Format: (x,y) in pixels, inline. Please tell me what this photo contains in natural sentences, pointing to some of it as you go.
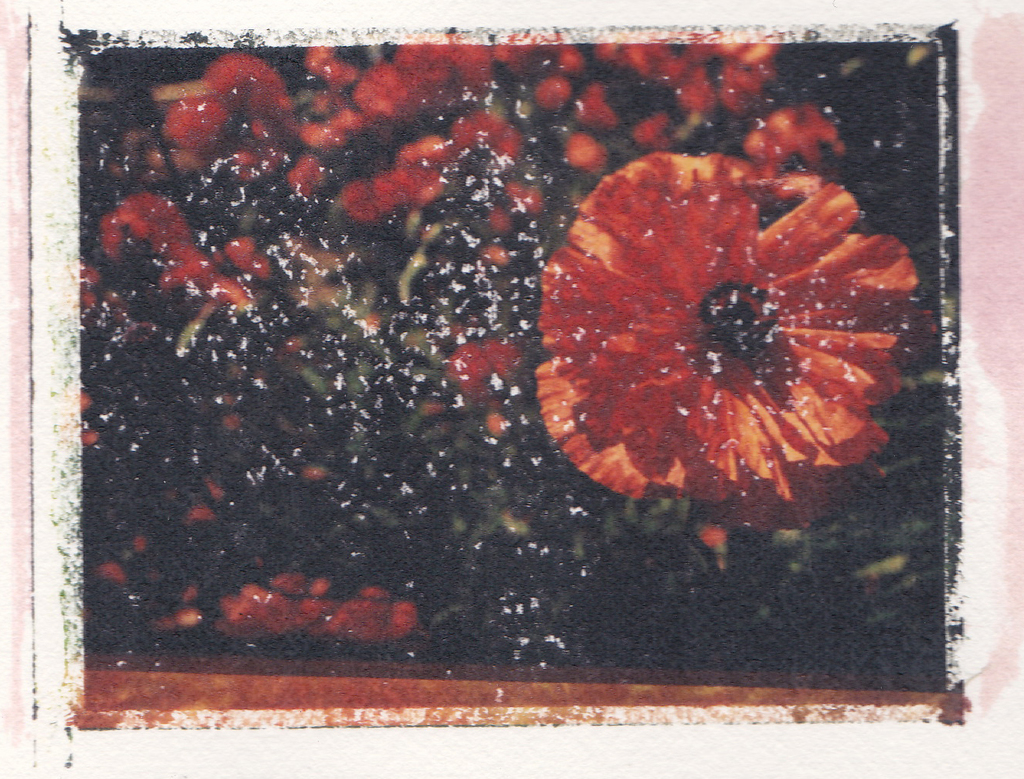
In this image I can see few red color flowers (648,366) and black background (824,563).
